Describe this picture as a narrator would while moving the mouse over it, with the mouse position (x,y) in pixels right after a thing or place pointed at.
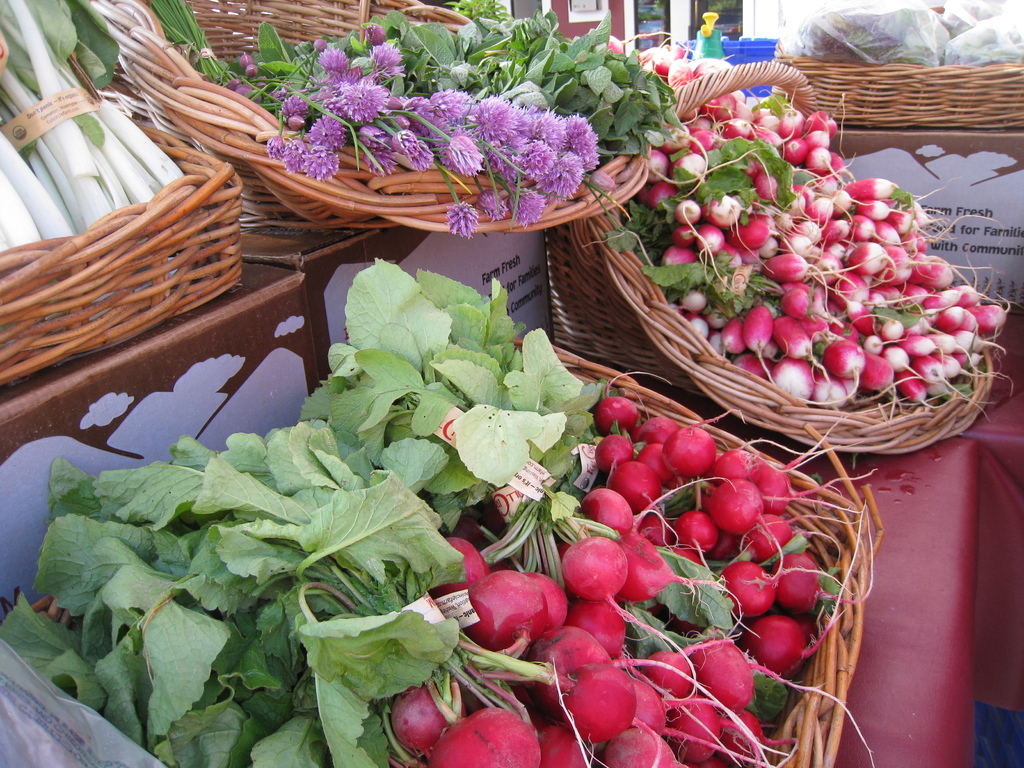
In this picture I can see vegetables (473,51) on the trays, there are cardboard boxes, and in the background (681,23) there are some objects (716,40).
